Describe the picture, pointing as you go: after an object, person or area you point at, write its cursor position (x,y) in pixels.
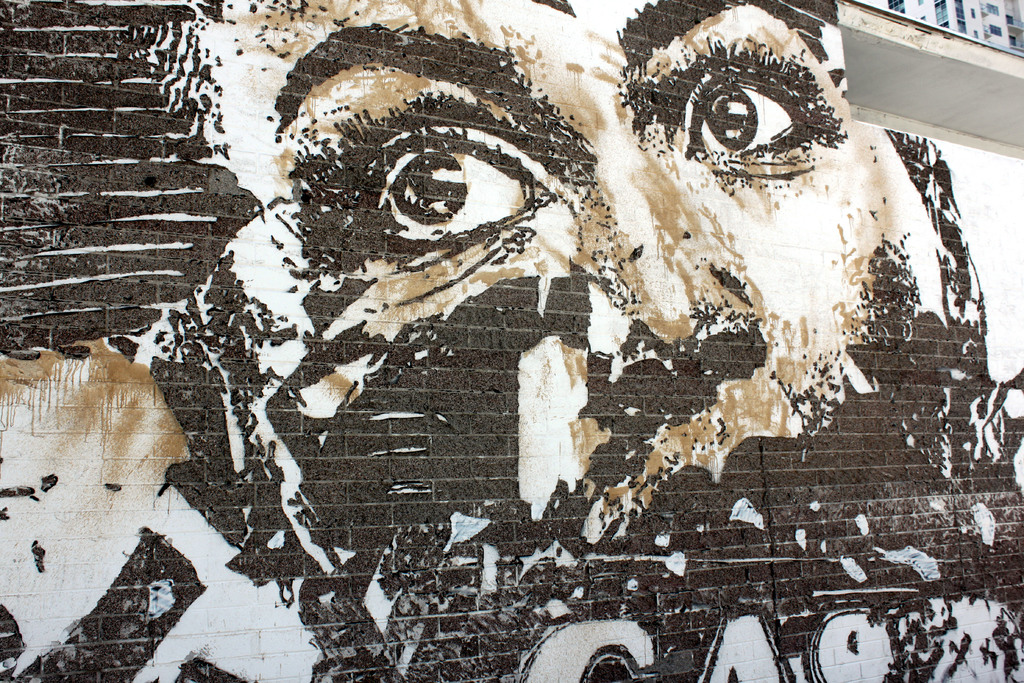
In this picture, we can see the wall (907,418) with an art (376,189) of a person (699,446) and some text (755,673) in the bottom of an art (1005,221), and we can see some object (867,96) in the top right corner (891,117).
